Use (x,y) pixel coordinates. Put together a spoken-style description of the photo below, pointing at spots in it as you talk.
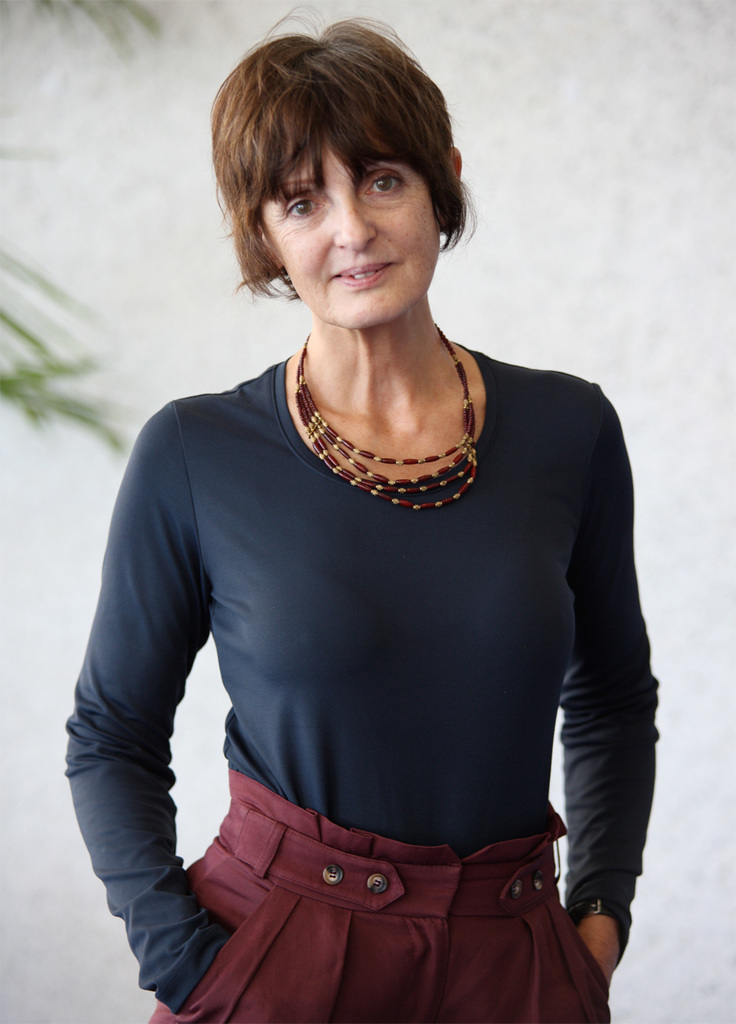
In this image I can see there is a person (400,649) standing and smiling. And at the back (108,129) there are leaves (47,367) and a wall (38,958).
